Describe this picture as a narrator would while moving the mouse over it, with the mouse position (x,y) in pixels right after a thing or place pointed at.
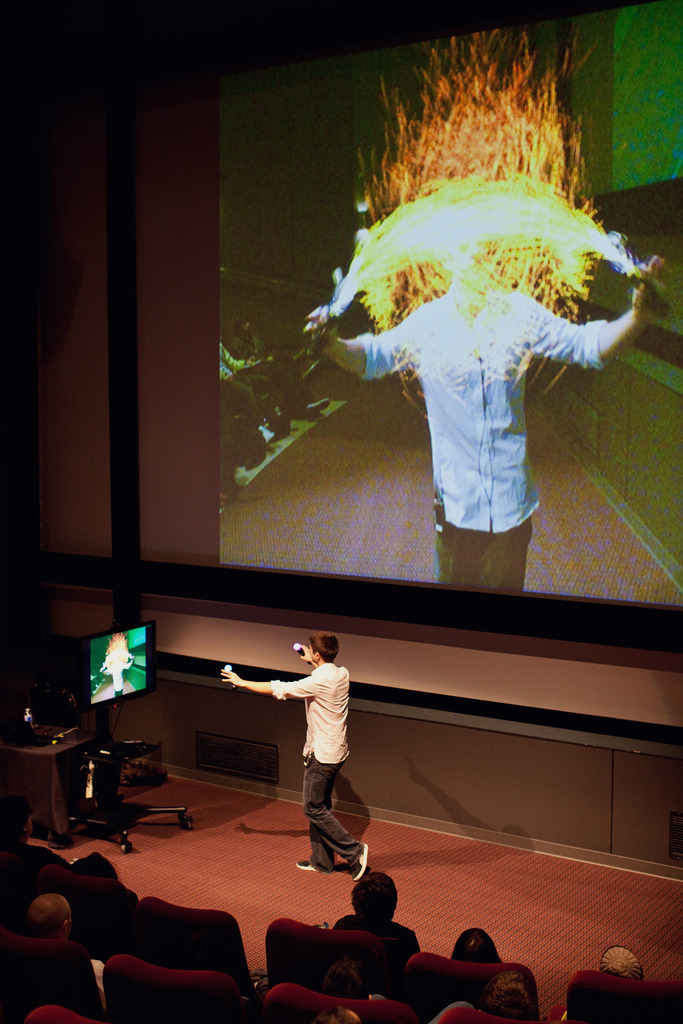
At the bottom of the image (361,952) we can see a few people (337,924) are sitting on the chairs (2,974). In the center of the image (328,676) we can see one table (56,796), one stand (120,829), one monitor (127,654), one person (339,676) is standing and he is holding some objects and a few other objects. In the background (108,428) there is a wall (70,391), screen (612,425) and a few other objects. On the screen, we can see a few people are sitting and one person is standing and he is holding some objects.
